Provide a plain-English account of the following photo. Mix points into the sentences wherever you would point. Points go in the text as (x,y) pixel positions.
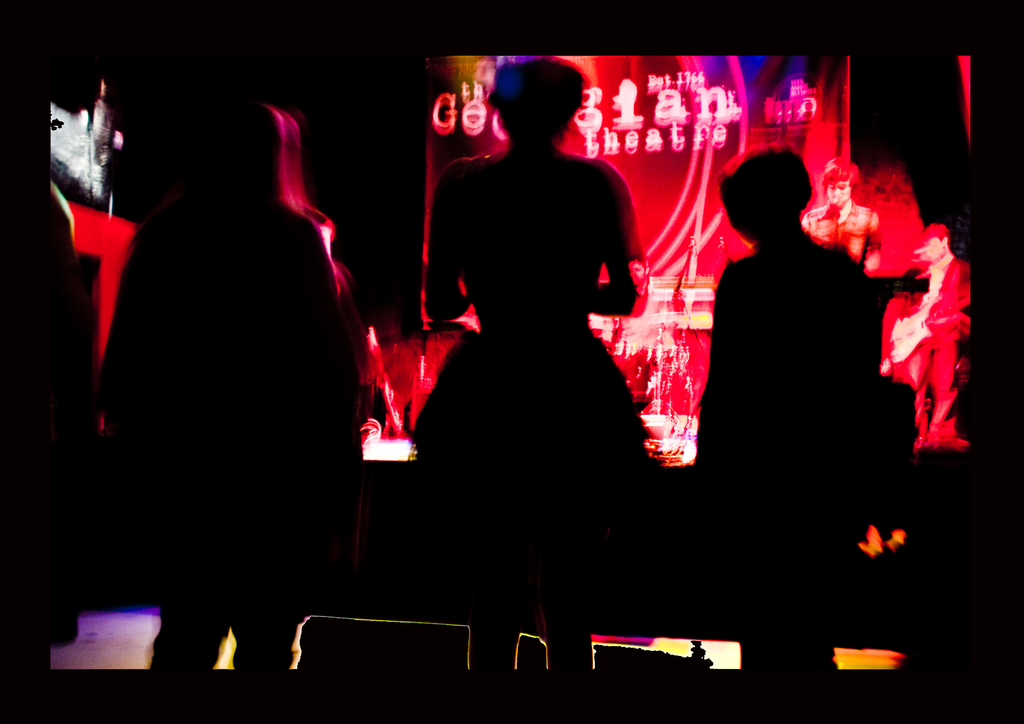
In this image we can see people (545,186) are standing and in the background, we can see a colorful poster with some text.
